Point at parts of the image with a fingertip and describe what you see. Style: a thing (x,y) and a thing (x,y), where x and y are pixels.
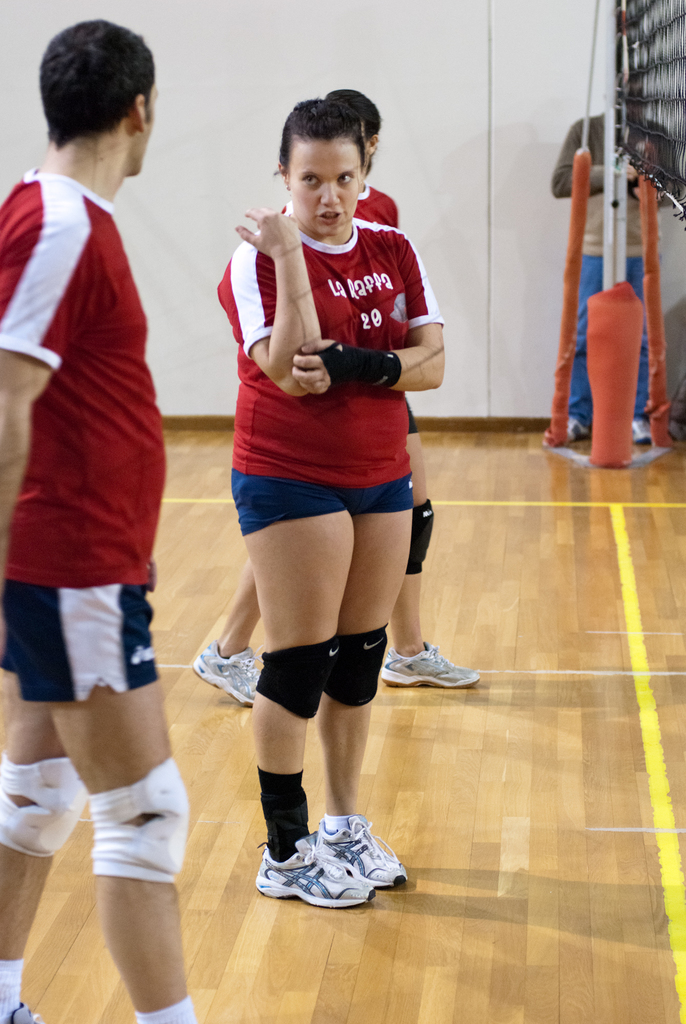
In this picture I can see there are three persons (308,602) standing here in the volleyball court (196,622) and there is a net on the right side (634,36) and there is another person (597,176) here in the backdrop (594,200) and there is a white wall (153,51) here.
